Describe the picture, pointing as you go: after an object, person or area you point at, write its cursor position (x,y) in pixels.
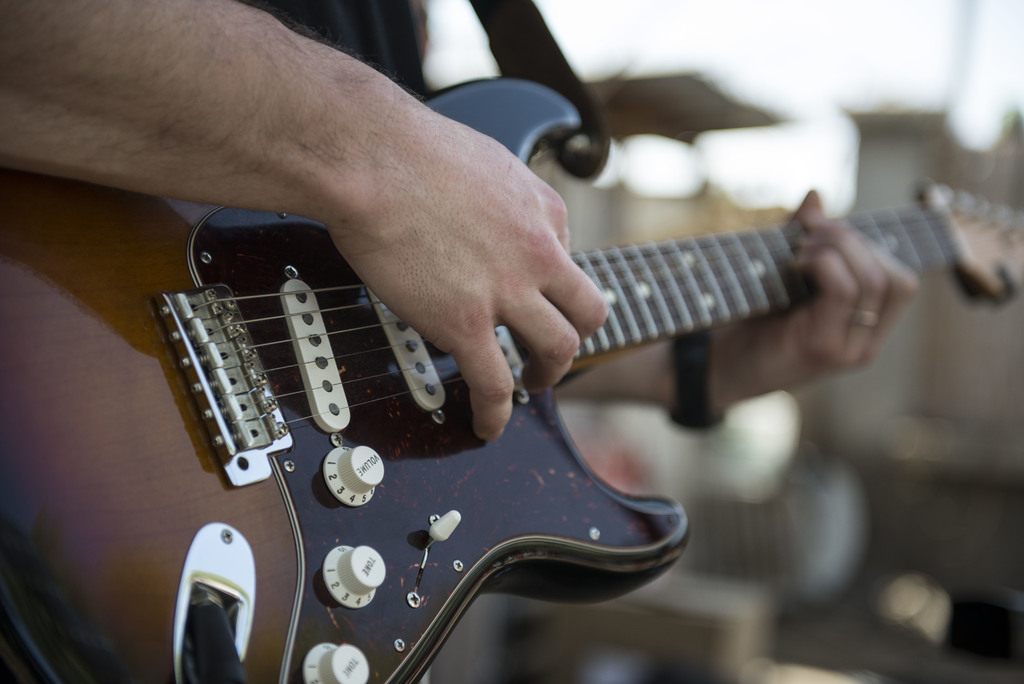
In this image, we can see guitar (241,456) with strings (332,358) that is holded by a human hand (430,189).
